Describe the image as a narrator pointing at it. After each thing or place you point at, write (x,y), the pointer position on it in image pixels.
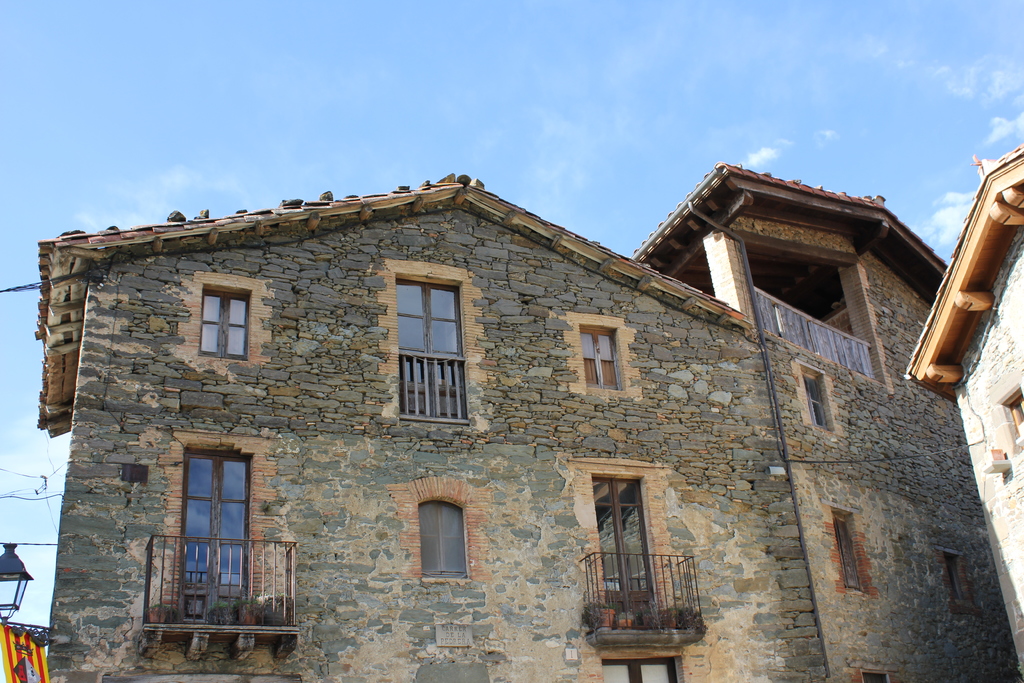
In this image in the center (625,357) there is a building (696,499), and on the left side (182,559) there is a railing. At the top (552,125) there is sky (696,125).
